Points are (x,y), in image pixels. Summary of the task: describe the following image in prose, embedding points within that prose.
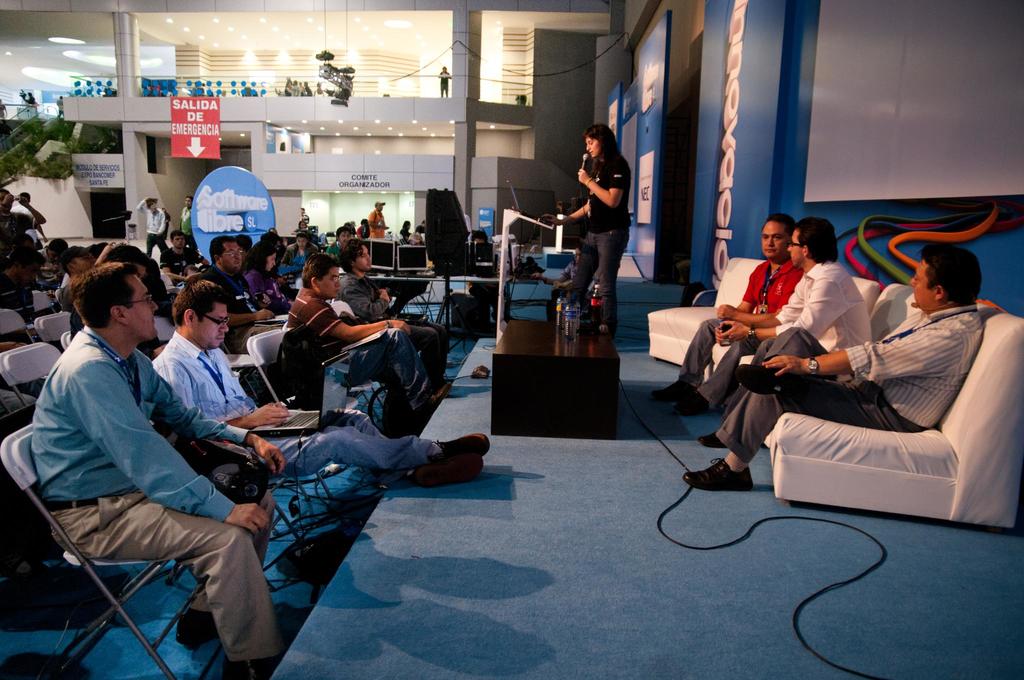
On the left side of the image (275,460) we can see a few people (89,414) are sitting and a few people (308,314) are holding some objects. In the center of the image (630,424), we can see one stage (541,551). On the stage (579,548), we can see one person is standing and three persons (758,316) are sitting. Among them, we can see two persons (711,333) are holding some objects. In front of them, we can see one stand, microphone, table (559,349), water bottles (580,327) and a few other objects (591,312). In the background (546,73) there is a wall (540,113), pillars (608,81), banners (747,105), lights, few people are standing and a few other objects (923,133). On the banners (769,21), we can see some text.
